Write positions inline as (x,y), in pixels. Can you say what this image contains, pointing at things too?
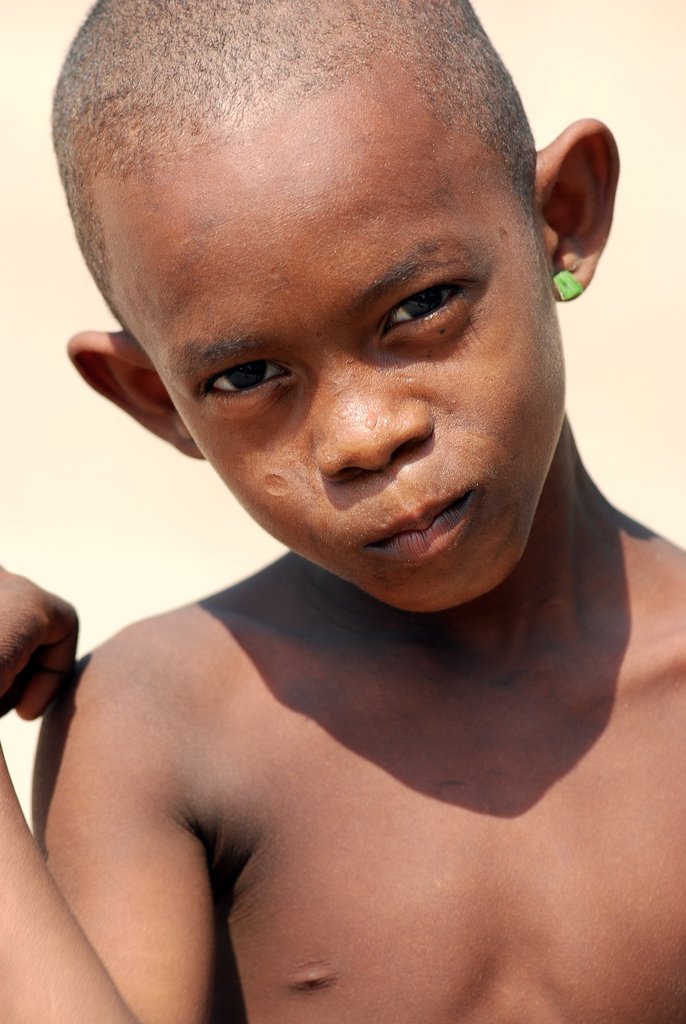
In the image there is an african boy (216,667) without shirt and a earring (565,287) to his ear (567,250).
